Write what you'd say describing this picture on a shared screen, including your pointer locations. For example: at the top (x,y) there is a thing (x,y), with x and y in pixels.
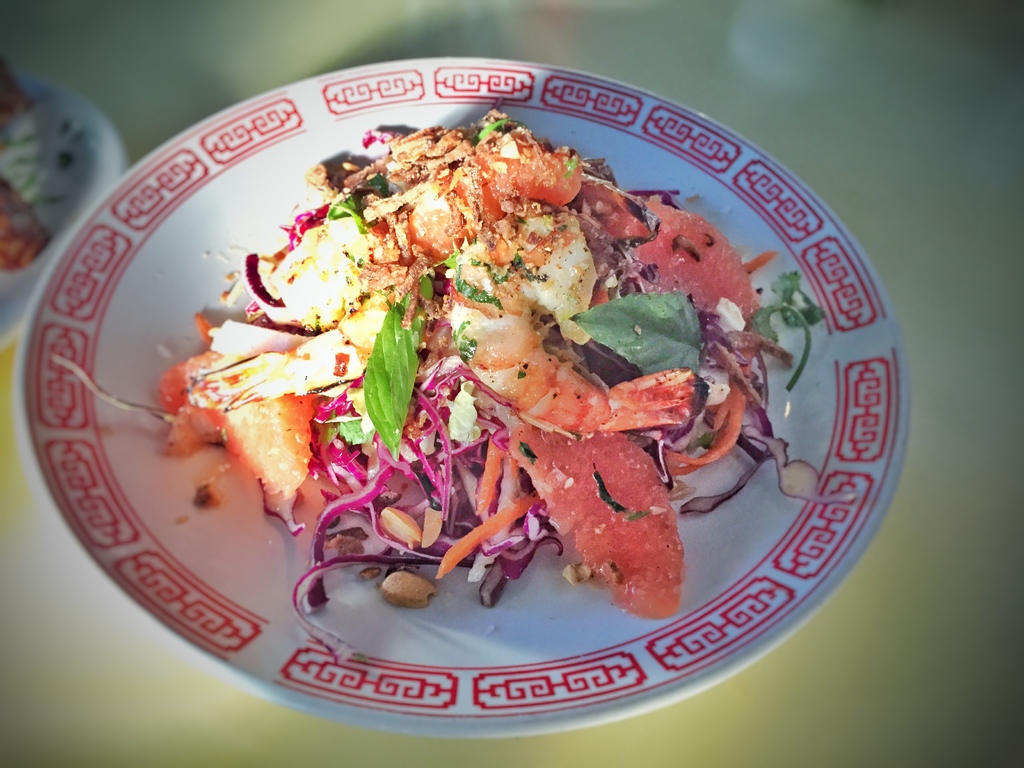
Here in this picture we can see food (469,326) present on a plate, which is present on the table (220,2) over there.
